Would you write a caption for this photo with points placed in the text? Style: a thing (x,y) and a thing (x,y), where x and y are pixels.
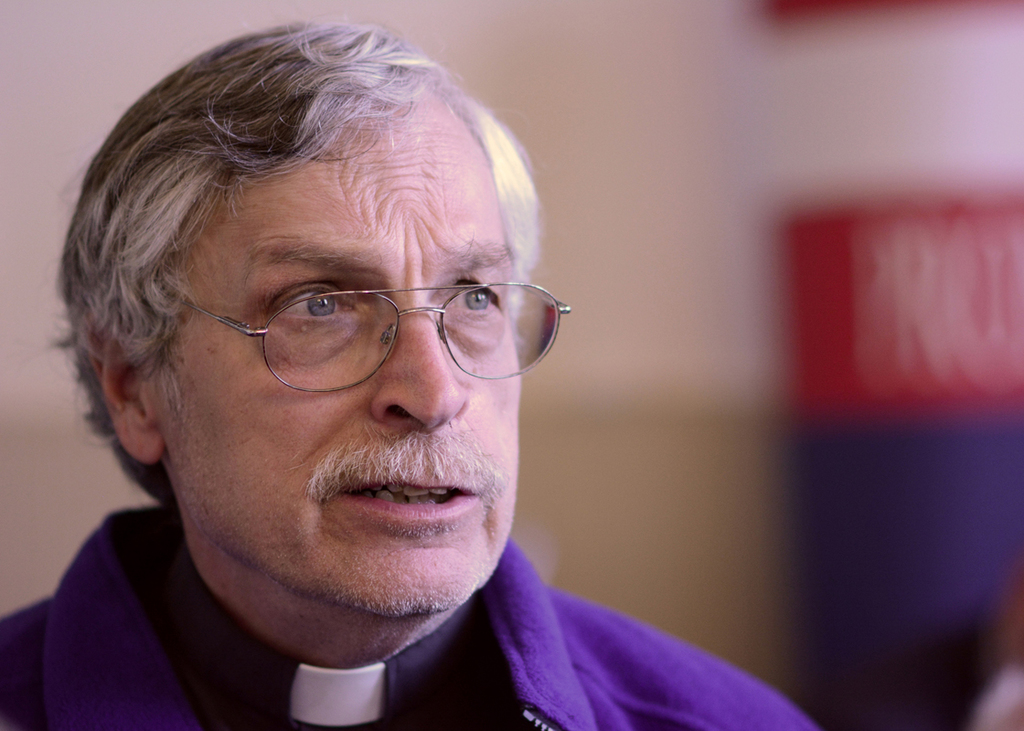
In this image I can see a man (293,499) and I can see he is wearing specs (531,286) and purple colour dress (541,661). I can also see red colour thing (874,287) in background (855,296) and I can see this image is blurry from background (728,52).
